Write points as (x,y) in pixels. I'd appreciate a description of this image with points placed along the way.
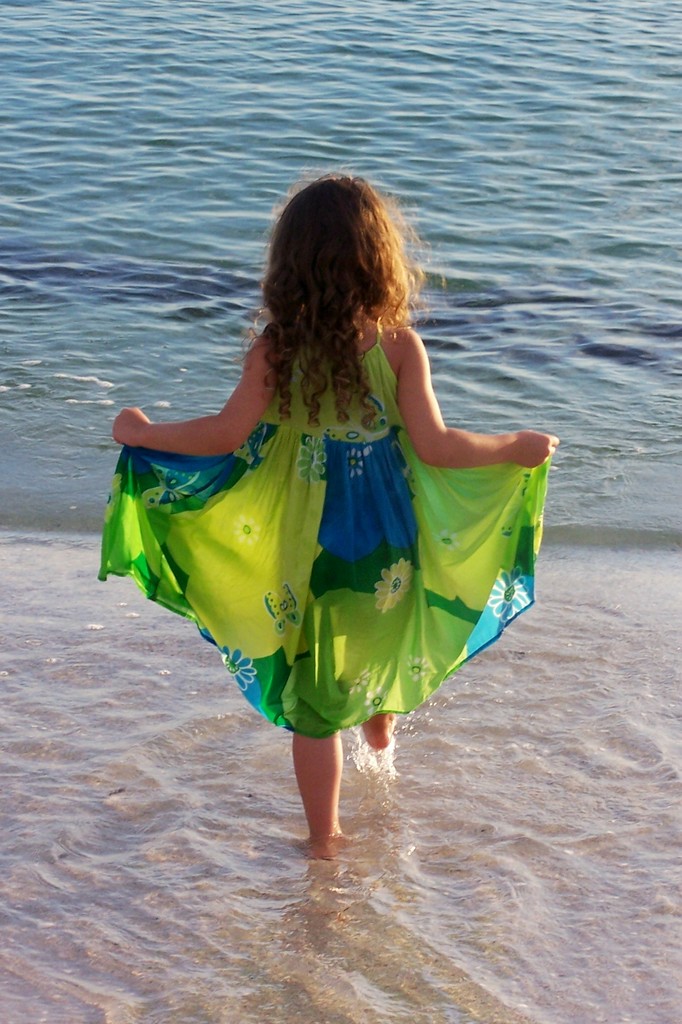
In this picture there is a small girl (338,714) seen from back side, wearing blue and green dress (340,624) and walking in the sea water (360,848). Behind there is a blue water (288,113).
